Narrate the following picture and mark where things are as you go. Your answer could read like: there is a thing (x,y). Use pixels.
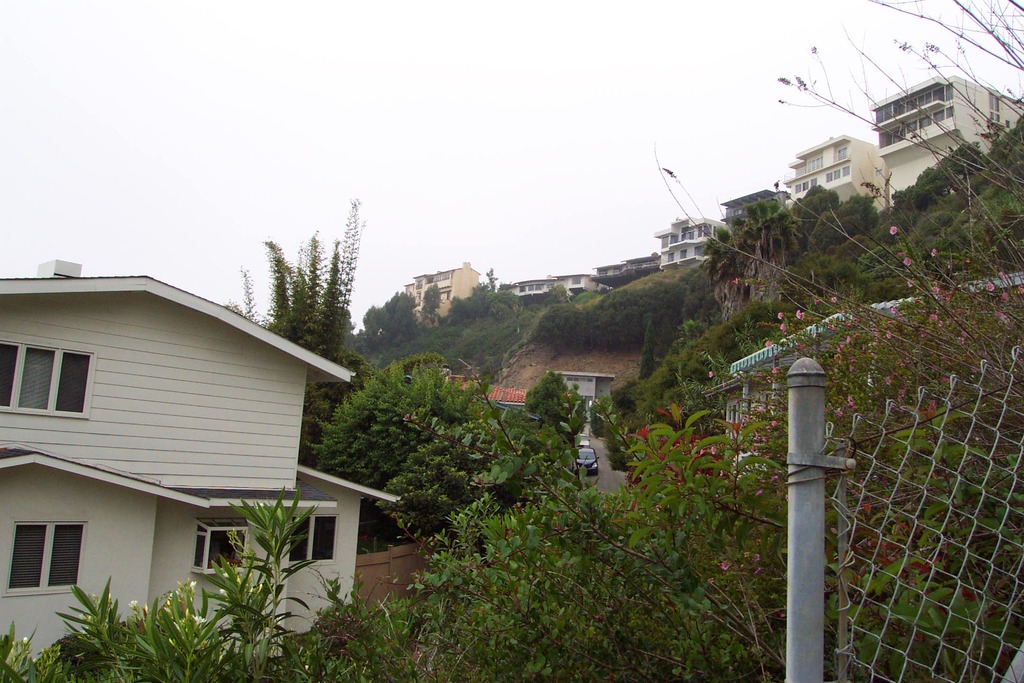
On the right side of the image (876,587) there is a metal fence (914,556). In the center of the image (581,434) there is a car (594,462) on the road (606,478). In the background of the image (376,448) there are plants (824,240), trees (773,239), buildings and sky (477,54).
